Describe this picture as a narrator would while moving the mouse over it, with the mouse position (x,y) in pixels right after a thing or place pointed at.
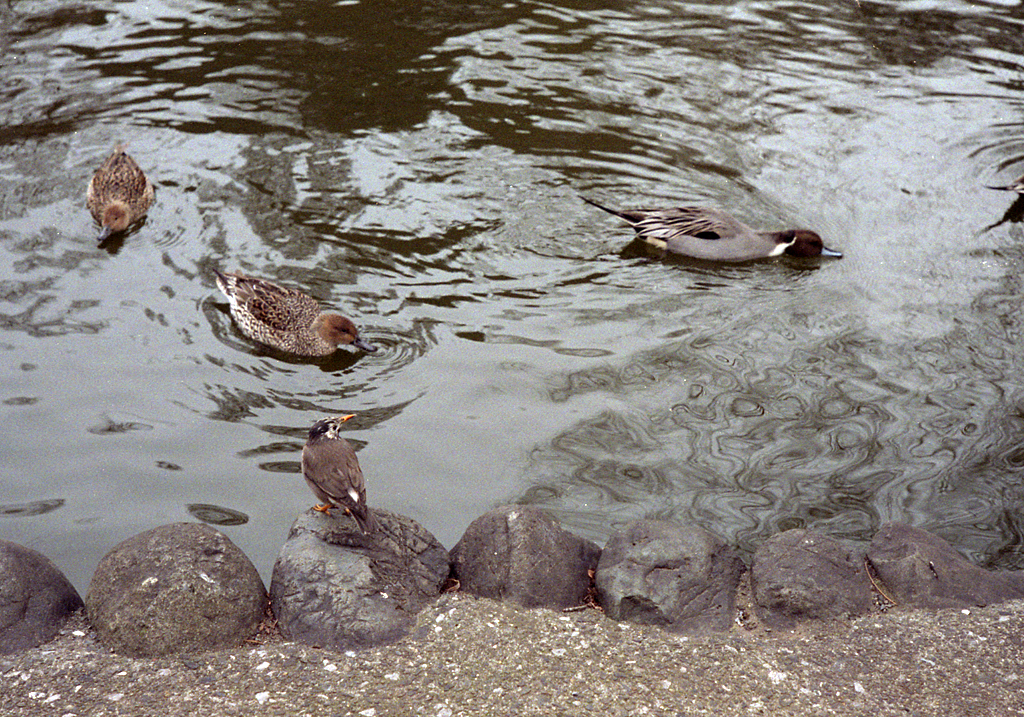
In this image we can see the water body (516,491) in which some birds (339,429) are there, one is drinking water (269,514) and one bird (316,476) is standing on the rocks (315,582).
